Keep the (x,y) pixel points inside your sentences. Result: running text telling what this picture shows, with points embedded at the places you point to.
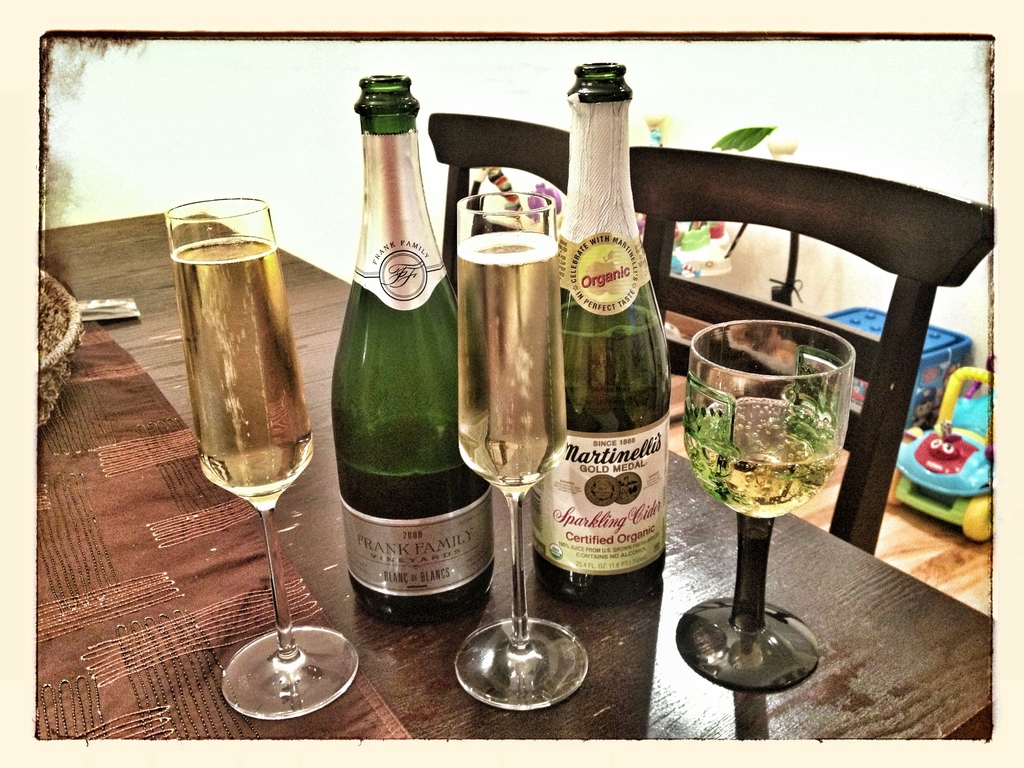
On a table (175,556) there is a cloth (195,585), glasses (497,476) and bottles (605,376). Beside this table (679,609) there is a chair (833,243). On floor (963,548) there is a toy car (973,475) and a basket (934,388).
